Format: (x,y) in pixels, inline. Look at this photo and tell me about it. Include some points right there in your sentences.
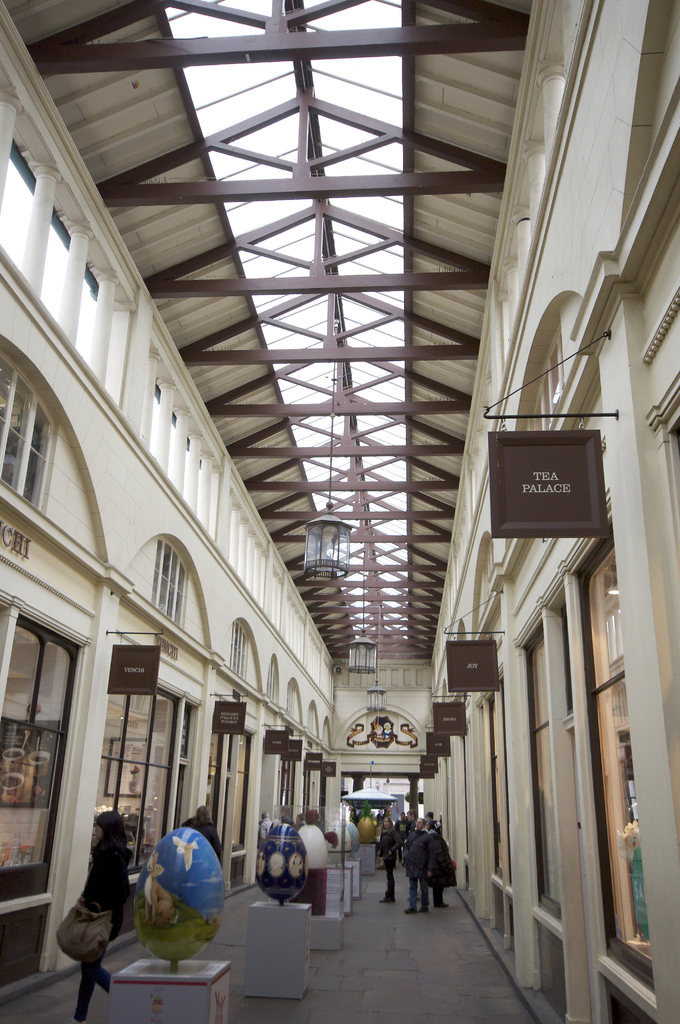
In this picture we can see some persons (395,851) standing and in front of them we can see stand (136,1007) with eggs (191,874) on it and beside to them we have pillars (257,729), wall (263,615), name boards (523,464), lamp (308,544) to roof (341,308).
